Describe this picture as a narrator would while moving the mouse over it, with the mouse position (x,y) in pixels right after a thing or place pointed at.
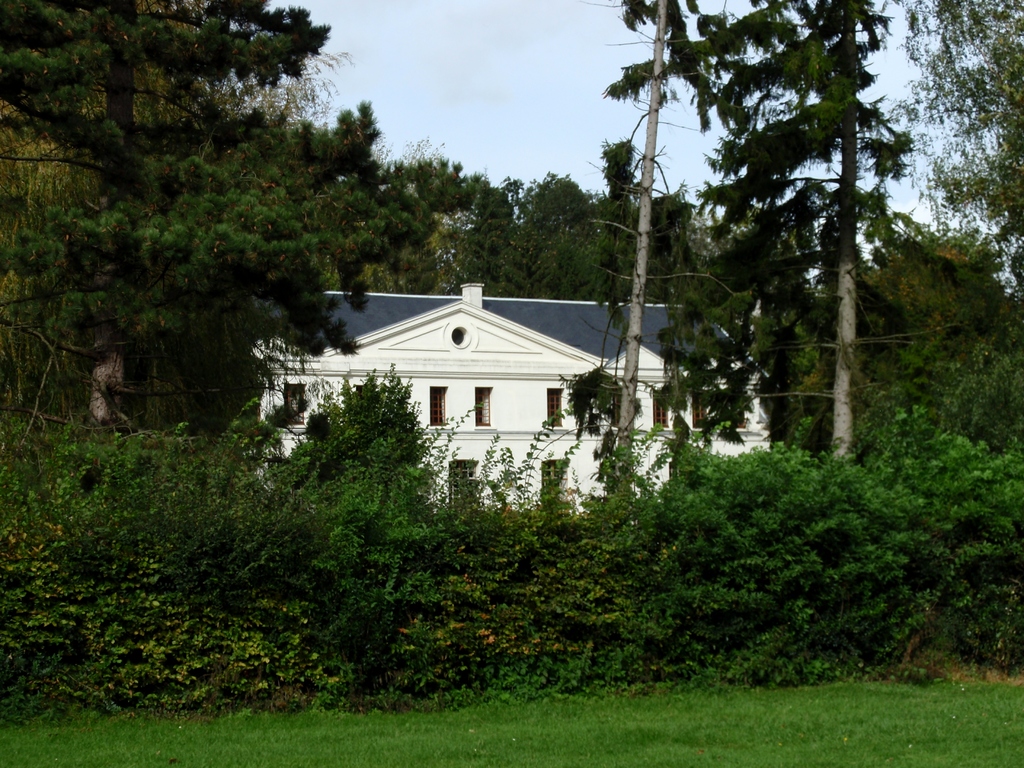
In the image there are plants (348,571) and trees (738,297) in the front (791,320) on the grassland (620,732) and behind there is a building (670,428) in front of the trees (501,242) and above its sky (446,47).
